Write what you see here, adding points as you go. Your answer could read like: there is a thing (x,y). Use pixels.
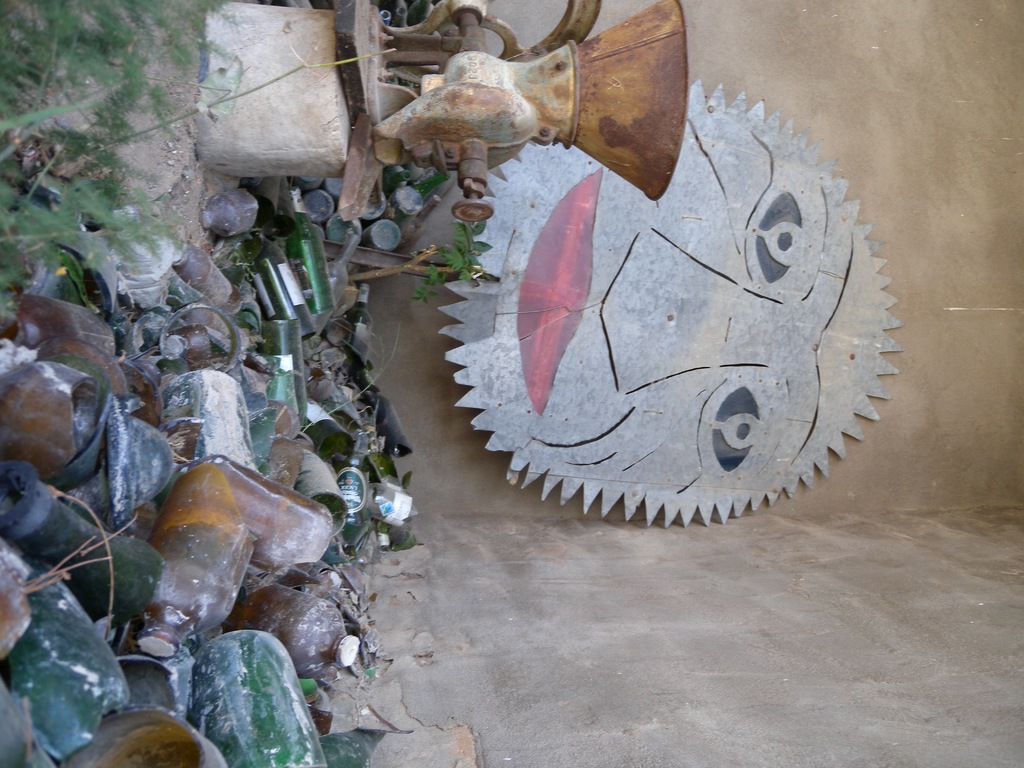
This picture shows many bottles (343,260) and we see a machine (436,157) and grass (1,189) on the ground (180,212) and we see a wall (923,250).
